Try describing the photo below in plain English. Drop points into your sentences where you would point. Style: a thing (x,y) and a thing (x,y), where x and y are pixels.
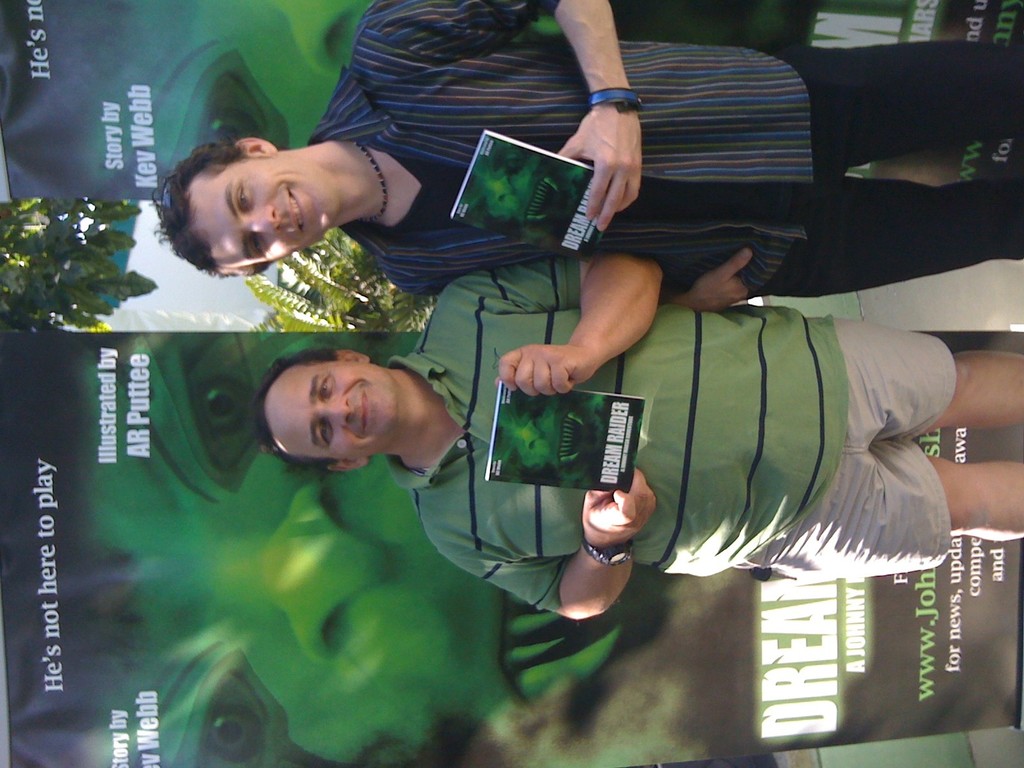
In the image there are two men (670,346) standing and holding the books (582,194) in their hands (567,154). Behind them there are posters (282,579) with images (302,635) and something written on it. Behind the posters (802,649) there are leaves (113,281).
